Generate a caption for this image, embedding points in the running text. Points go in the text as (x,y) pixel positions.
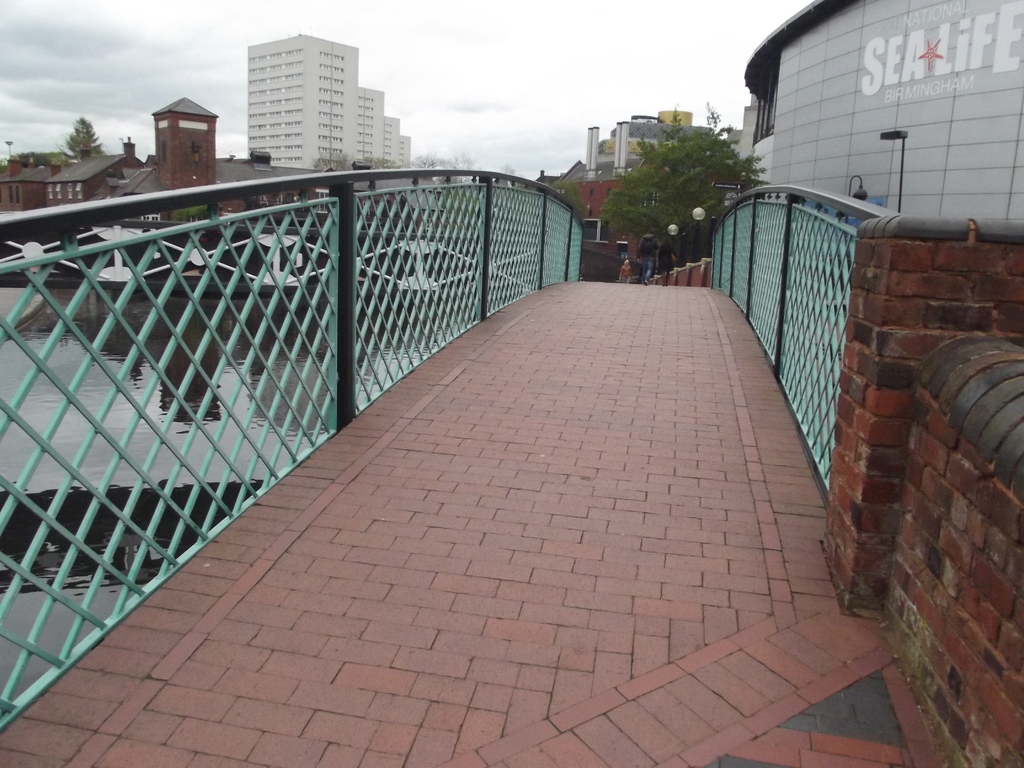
In this image we can see a bridge (487,416) on the lake (169,398), there are some light poles (697,225), there are some buildings (274,155), trees (719,157), also we can see the sky (476,59) at the top of the image (432,59).
